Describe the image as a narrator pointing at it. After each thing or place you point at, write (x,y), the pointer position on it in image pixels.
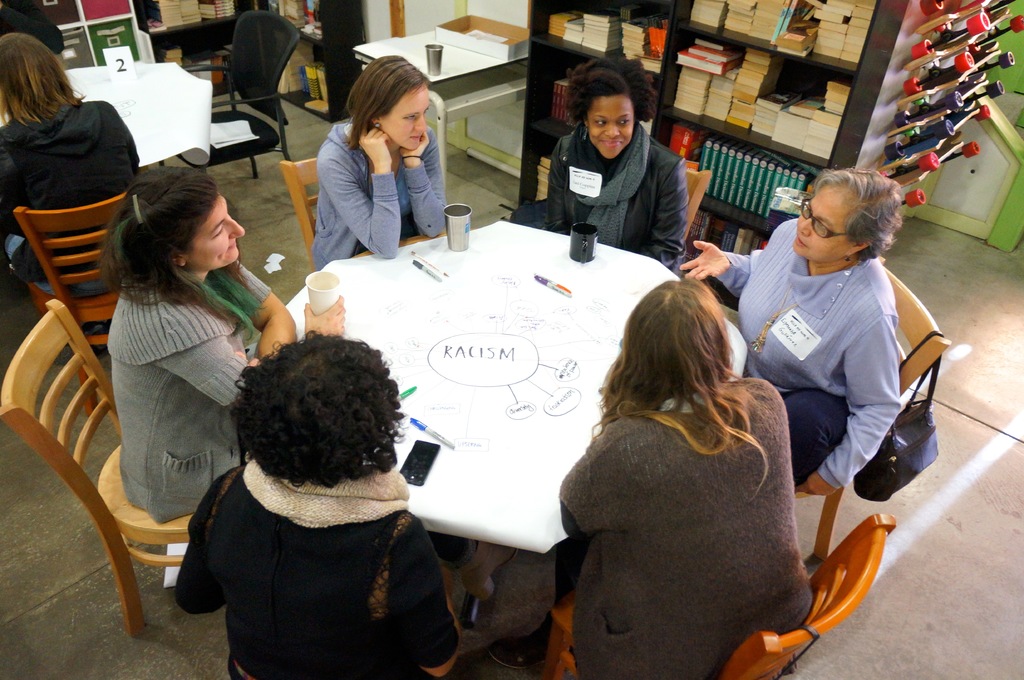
It is library (261,84) and we can find some women (57,163) on the chairs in front of the table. In background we can find one cupboard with books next to it we can find another table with glass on it. And next to it we can find another chair (226,76) and table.
